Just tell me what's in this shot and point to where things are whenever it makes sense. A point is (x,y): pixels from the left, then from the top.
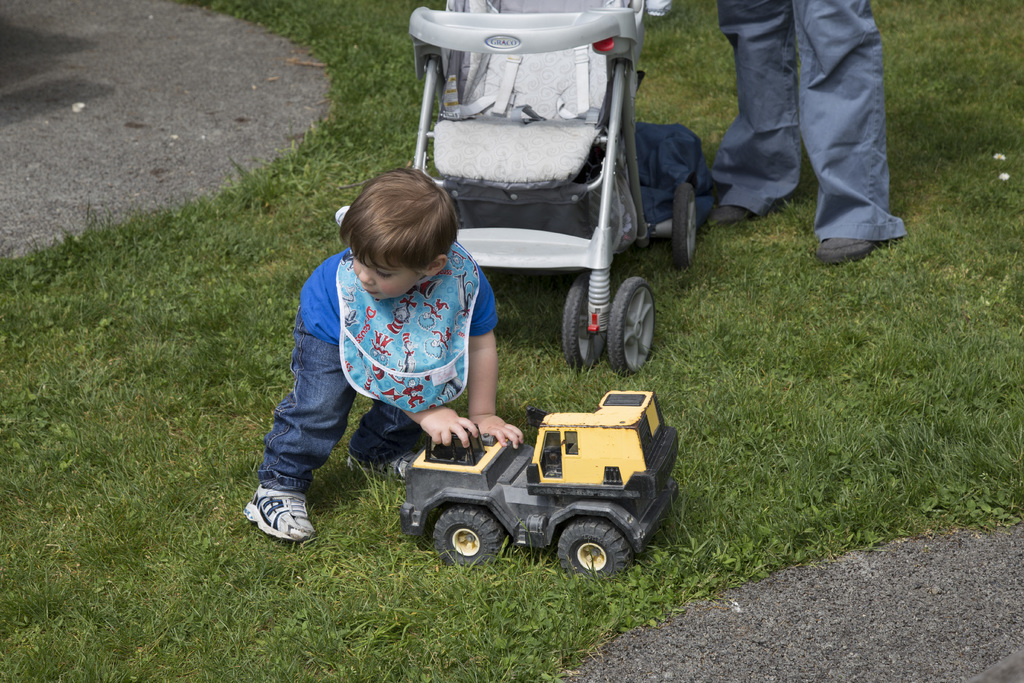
There is a baby (395,270) in blue color t-shirt (333,280), holding a toy vehicle (469,479), on the grass (190,485) on the ground (226,487). In the background (831,46), there is a person (833,73) near a chair (533,180), which is near a road (287,105). In front of the baby (405,216), there is a road (952,591).
